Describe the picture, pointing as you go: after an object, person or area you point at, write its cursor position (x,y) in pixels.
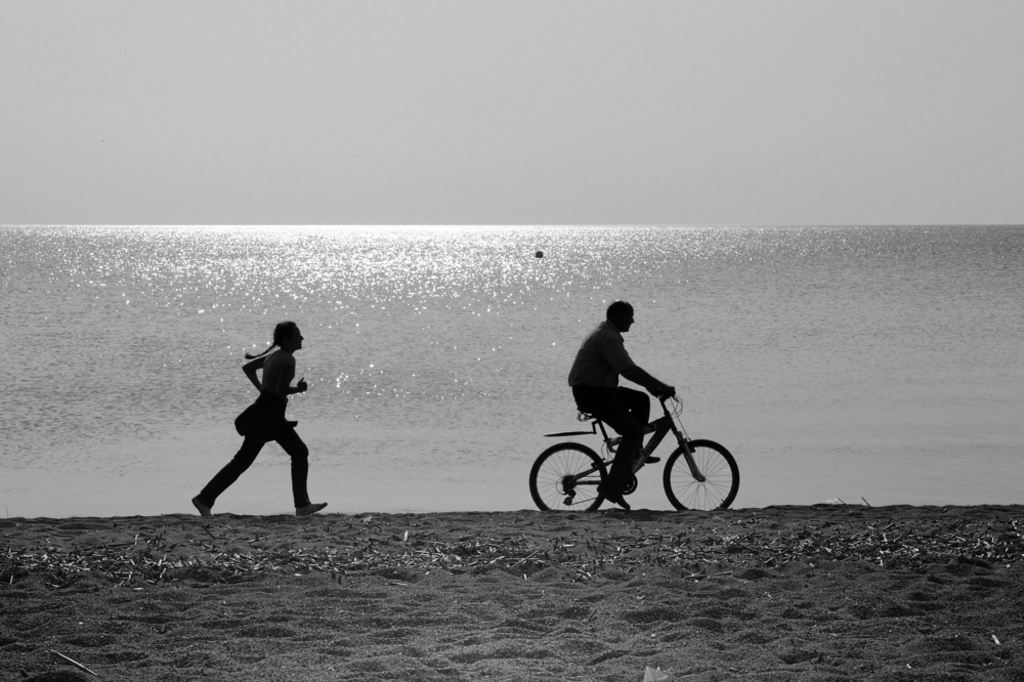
Center of the image (642,430), we can see man (621,320) is riding a bicycle (656,431). On left side (291,456), a woman (283,432) is running. At the bottom (291,612), we can see some sand (471,615). In the middle (603,302), there is a water (794,460). And top of the image (366,124), we can see sky (448,124).
